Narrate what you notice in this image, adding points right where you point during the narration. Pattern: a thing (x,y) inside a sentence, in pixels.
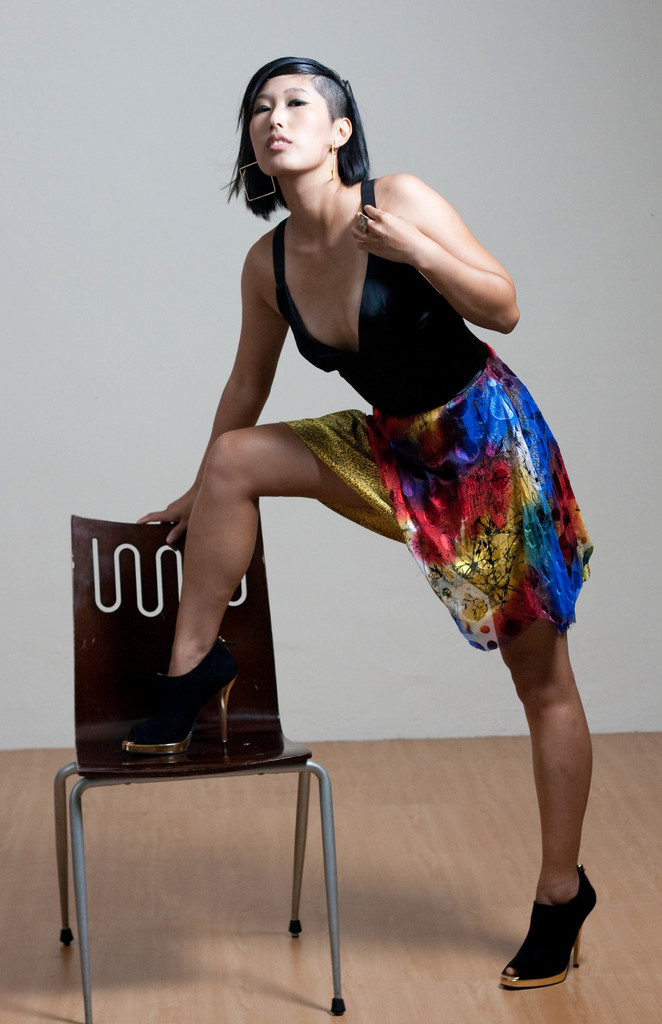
In this image I can see the person (312,470) with the colorful dress (509,482) and the footwear (129,748). To the side I can see the chair (142,664). In the background (92,42) I can see the white wall (60,504).
